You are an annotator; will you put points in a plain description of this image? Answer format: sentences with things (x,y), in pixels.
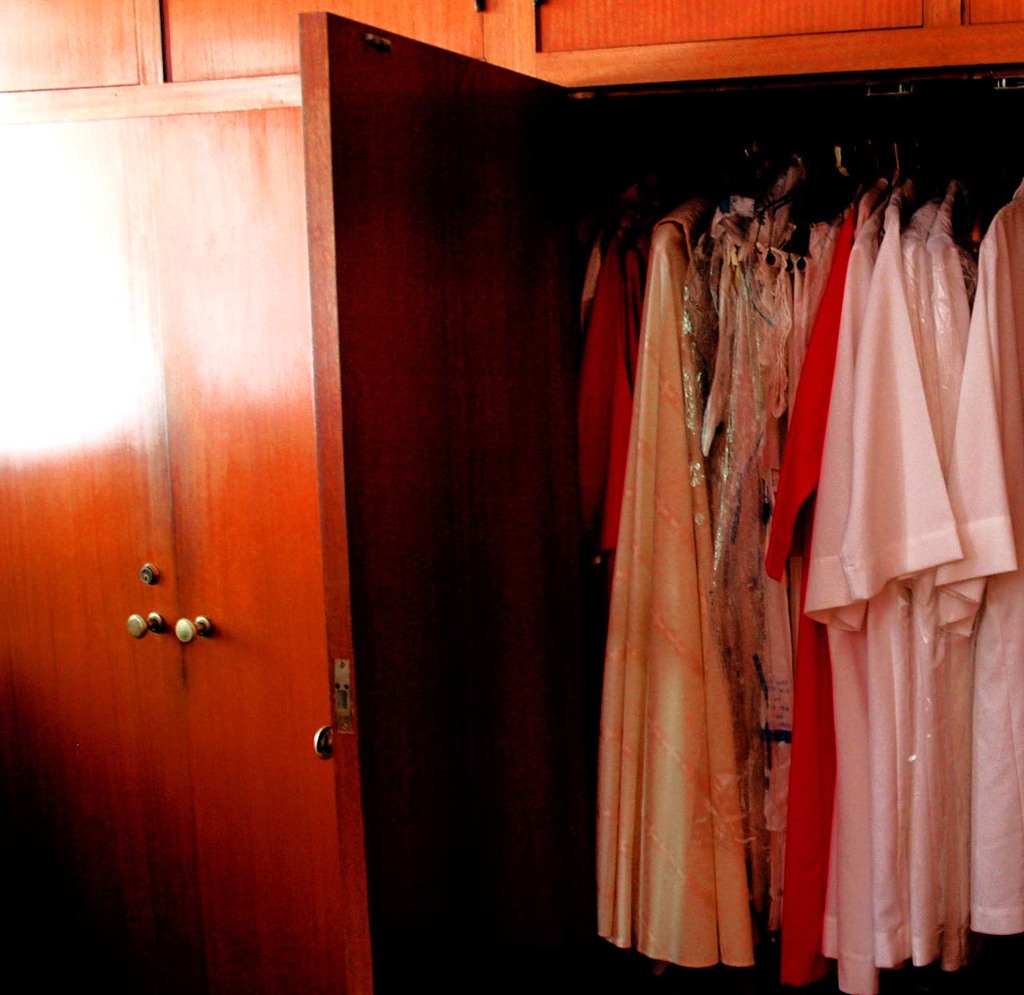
In this image there is a cupboard (668,138) in that cupboard (552,628) there are dresses (809,430).
